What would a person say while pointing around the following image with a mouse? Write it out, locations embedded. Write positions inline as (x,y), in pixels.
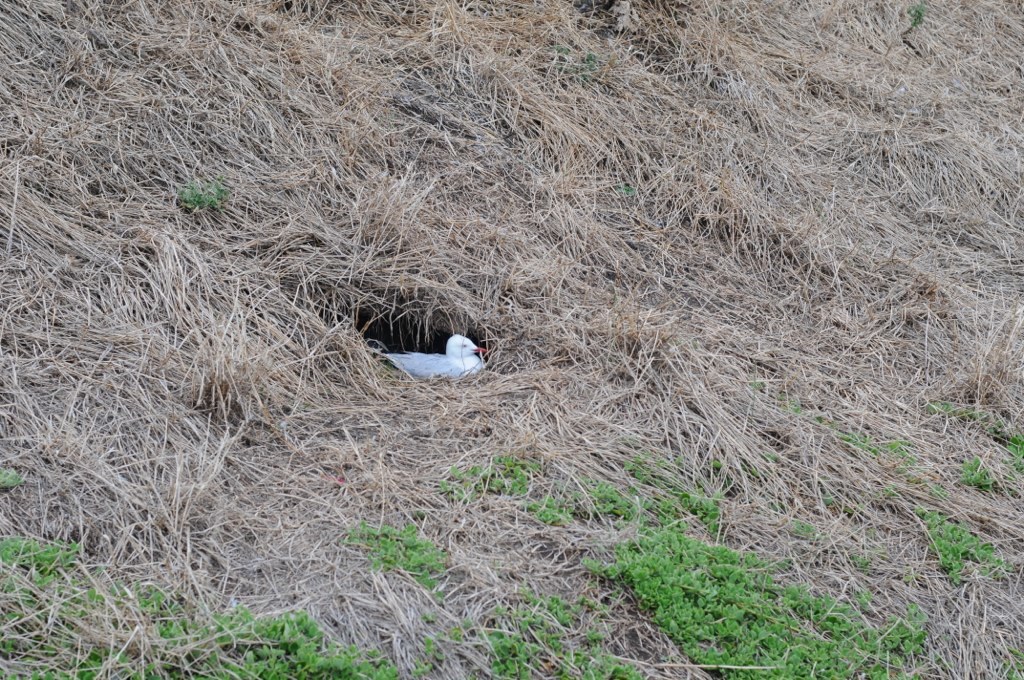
This picture was taken from the outside and in this image we can see a gull (445,362) on surface (586,426) of the grass (482,331).
